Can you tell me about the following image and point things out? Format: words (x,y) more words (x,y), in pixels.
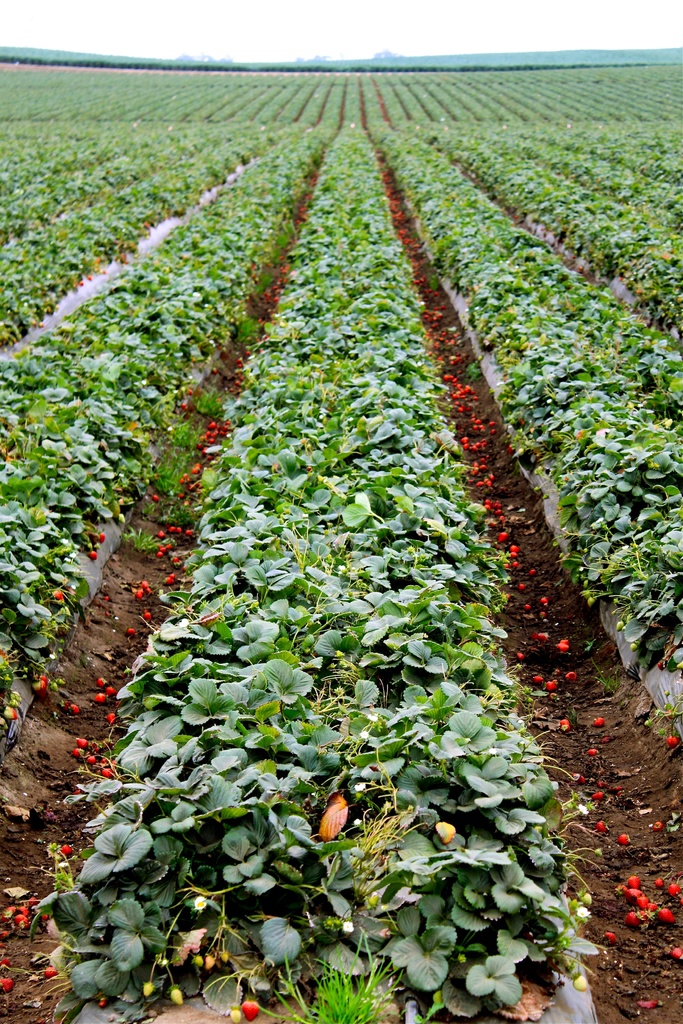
In this image we can see a few plants (267,593) with fruits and also we can see the fruits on the ground (639,784), in the background (575,35) we can see some mountains (512,59) and the sky (502,32).
